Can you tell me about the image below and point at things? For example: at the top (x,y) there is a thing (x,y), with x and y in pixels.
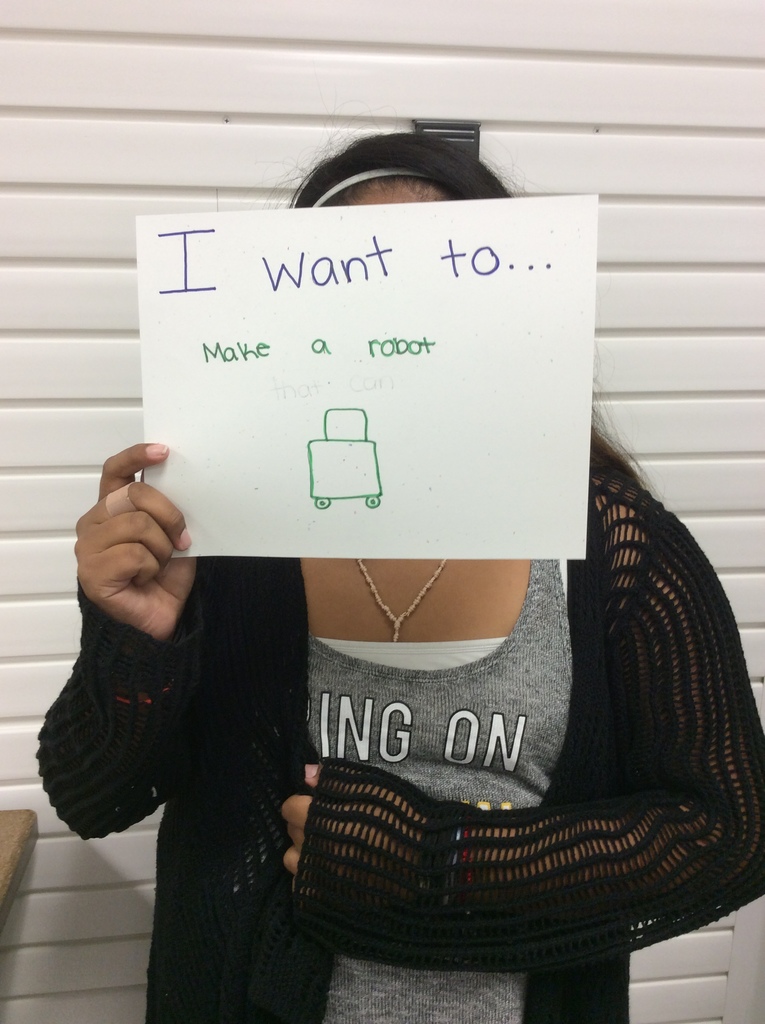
In this image in front (329,351) there is a person (389,576) holding the paper (326,383). Behind her there is a wall (344,52). Beside her there is a table (23,821).
